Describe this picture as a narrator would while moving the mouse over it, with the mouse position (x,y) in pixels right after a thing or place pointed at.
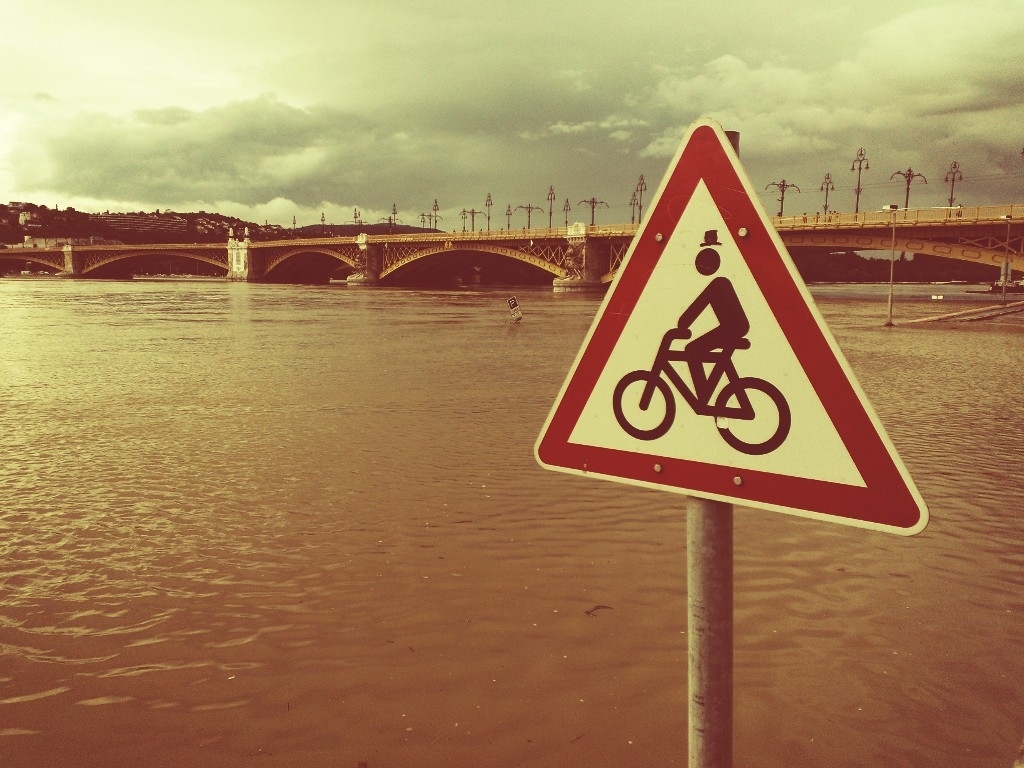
In this image there is a river (449,383) and there is a bridge (612,232) across the river (681,504), in the background (180,184) there is a sky (501,111), on the right (699,672) there is a pole (699,734) to that pole (699,747) there is a sign board (792,511).
